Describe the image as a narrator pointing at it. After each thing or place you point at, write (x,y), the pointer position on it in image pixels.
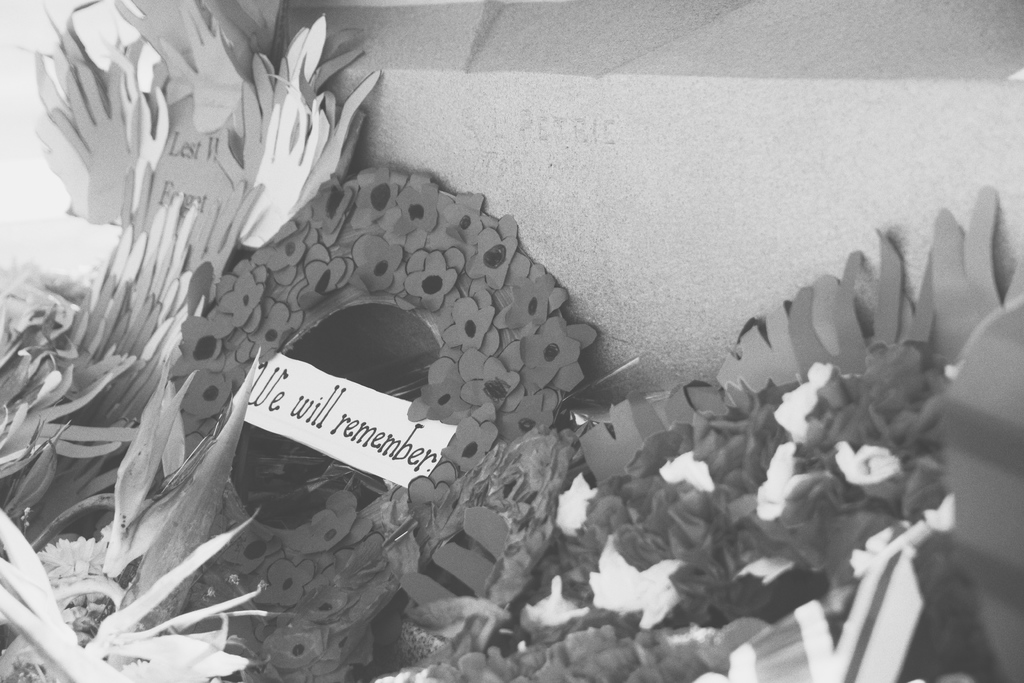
In the foreground of this image (371,555), there are few paper flowers (379,567) and a paper (264,417) with text (295,399). At the top (655,158), it seems like a stone (647,160).
